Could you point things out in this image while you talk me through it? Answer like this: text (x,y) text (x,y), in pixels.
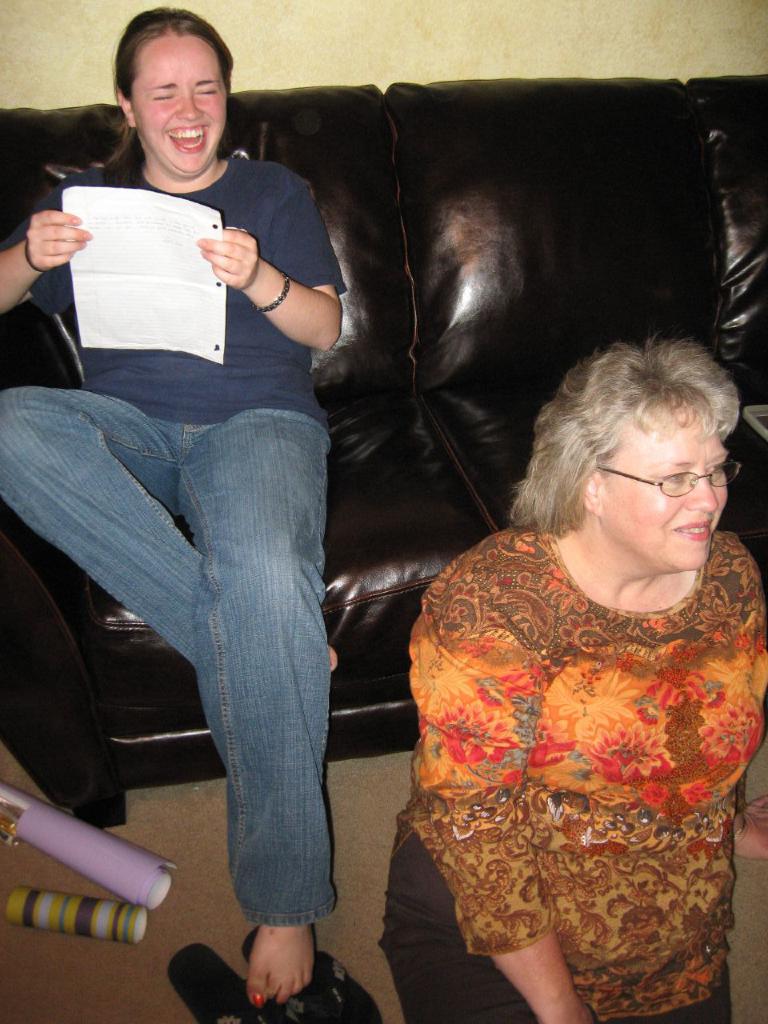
On the left side (201,394), there is a woman (217,101) in a jean pant (305,737), holding a paper (193,234), smiling and sitting on a sofa (339,557). On the right side (715,831), there is another woman (684,544) wearing a spectacle (727,472) and smiling on the floor (230,942), on which there are some objects (350,986). In the background (44,54), there is a wall (667,51).
